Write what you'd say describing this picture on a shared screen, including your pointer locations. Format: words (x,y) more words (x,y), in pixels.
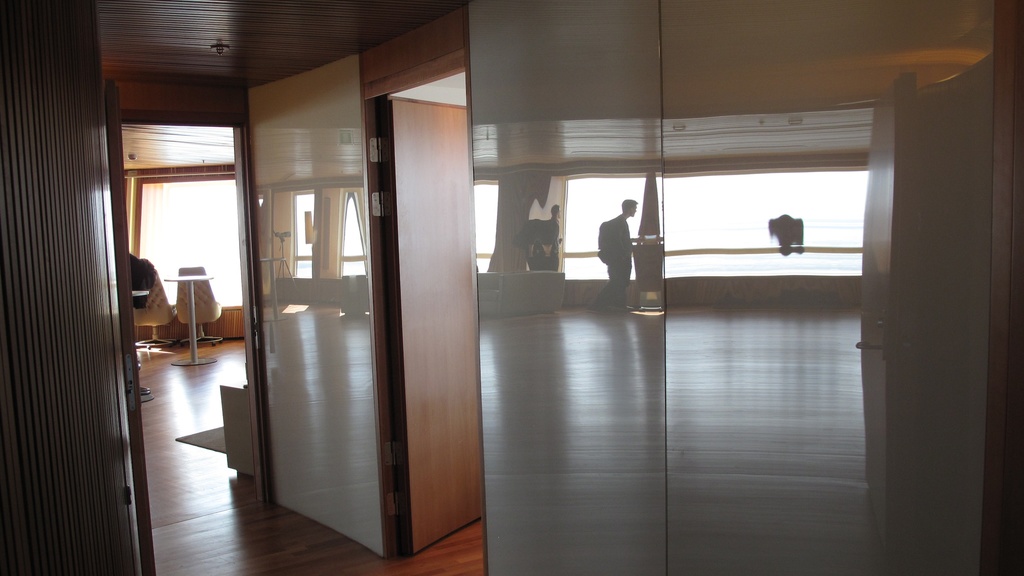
In this picture we can see man (615,239) walking and this is a reflection (546,215) of the mirror (801,291) and here it is a door (411,224) and on the floor (168,416) we can see a mat (194,440) and here is a table (190,295) and two chairs (155,314) and on this chair (154,281) we can see some cloth (138,284) and the whole is made of wood (425,60).
